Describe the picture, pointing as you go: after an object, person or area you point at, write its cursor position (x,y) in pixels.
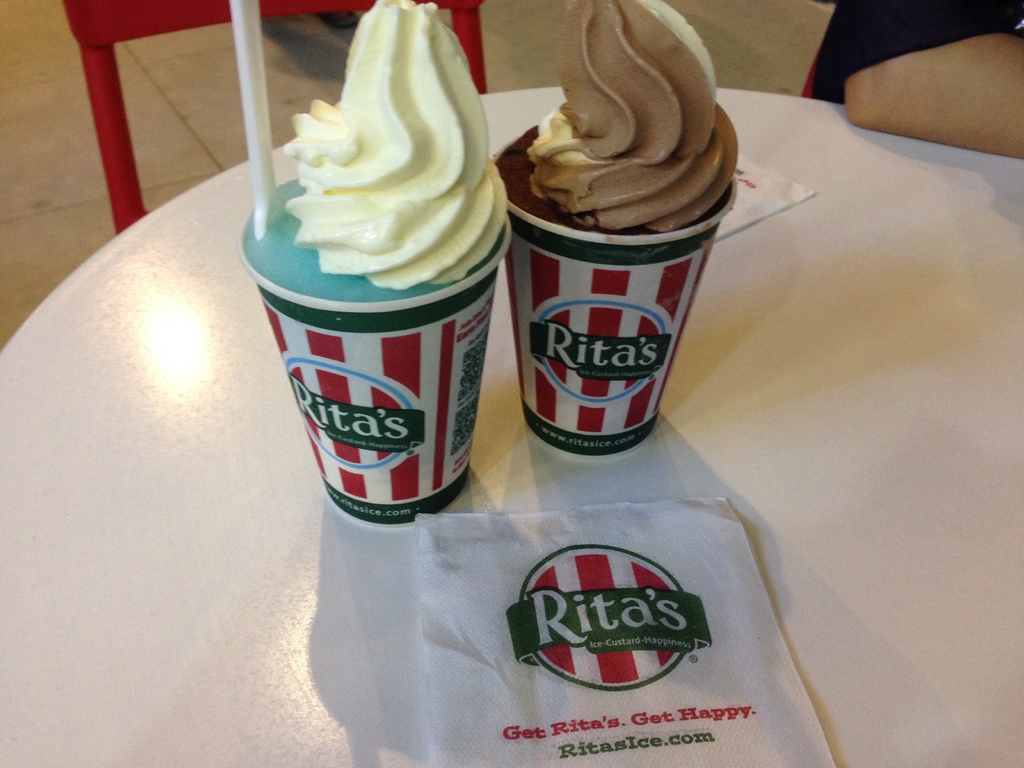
In this image we can see ice cream cups (432,478) and napkins (651,584) placed on the table (535,491). On the right (919,123) we can see a person's hand (910,113). In the background (112,177) there is a chair (118,213) and we can see a floor (44,159).
